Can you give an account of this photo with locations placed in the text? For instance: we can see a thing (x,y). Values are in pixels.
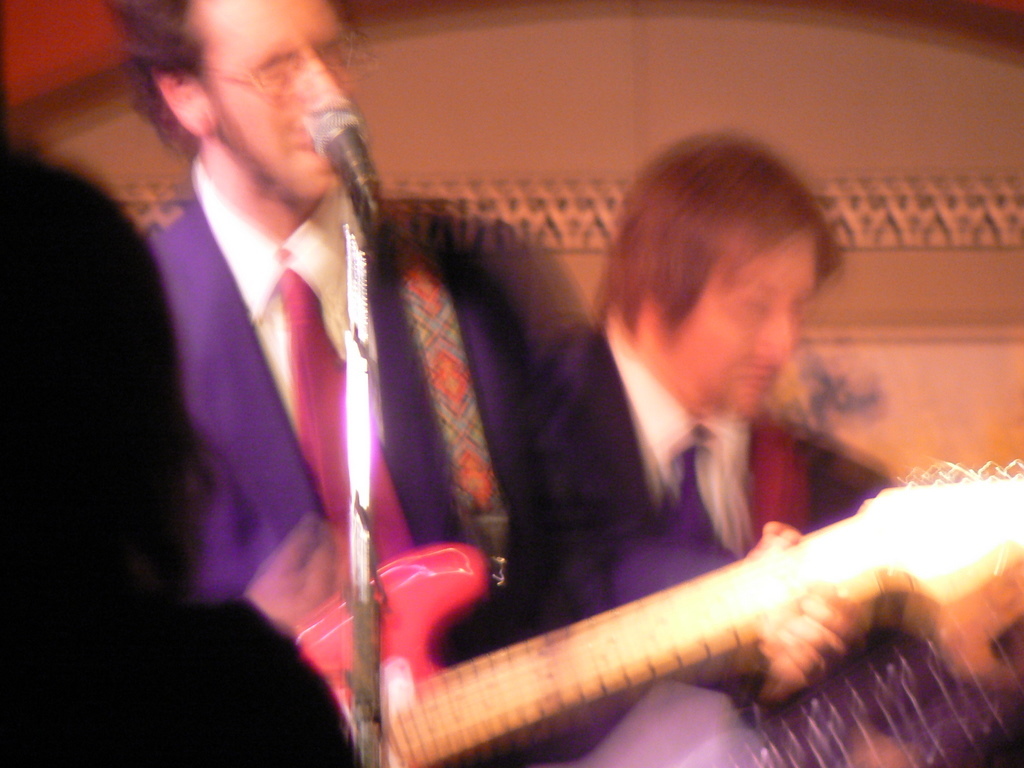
There is a man (294,158) who is singing on the mike (348,128). He has spectacles (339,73) and he is in a suit (423,394). He is playing guitar (767,596). Here we can see a man (634,361). On the background (811,399) there is a wall (909,199).
